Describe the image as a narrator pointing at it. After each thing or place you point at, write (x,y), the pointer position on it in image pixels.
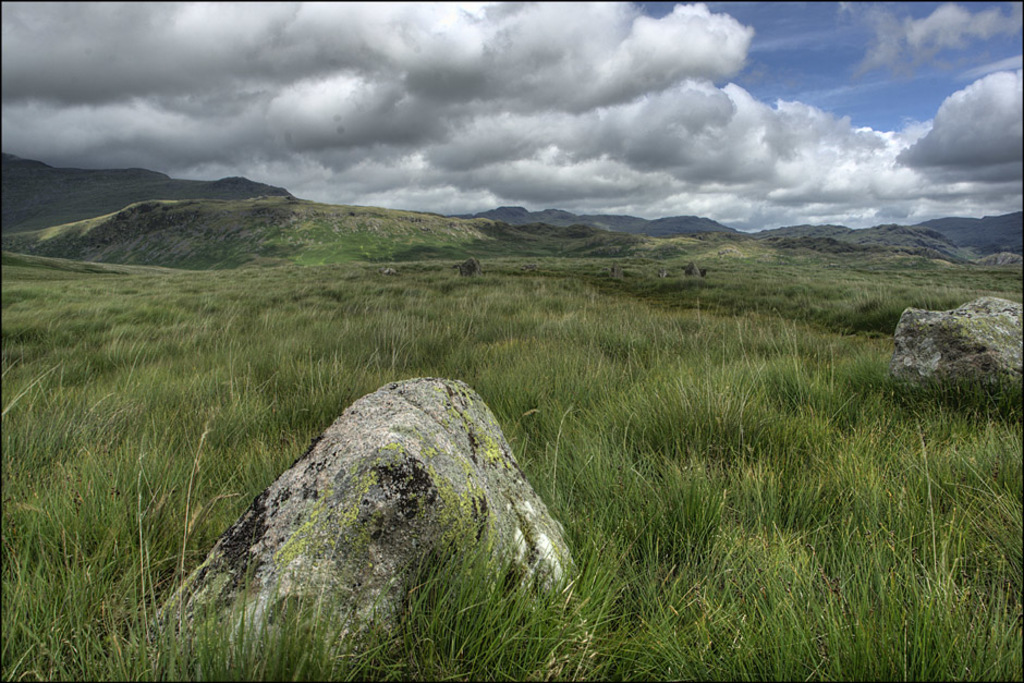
In the picture I can see rocks (434,518), the grass (751,352) and hills (240,265). In the background (631,151) I can see the sky (682,127).
